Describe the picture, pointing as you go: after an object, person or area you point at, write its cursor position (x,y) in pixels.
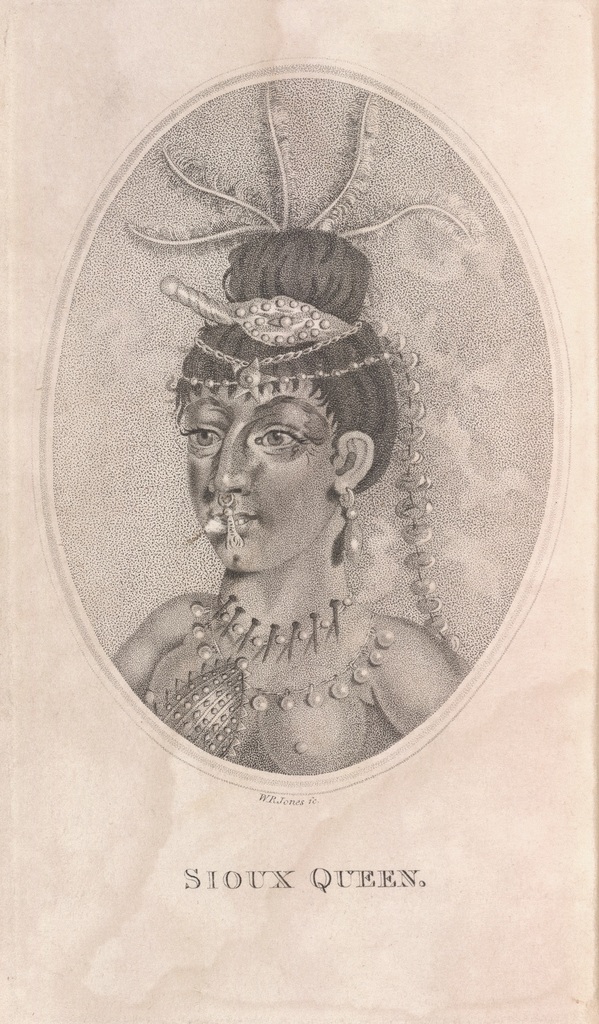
In this picture I can see a person (306,621) which is black and white in color.
